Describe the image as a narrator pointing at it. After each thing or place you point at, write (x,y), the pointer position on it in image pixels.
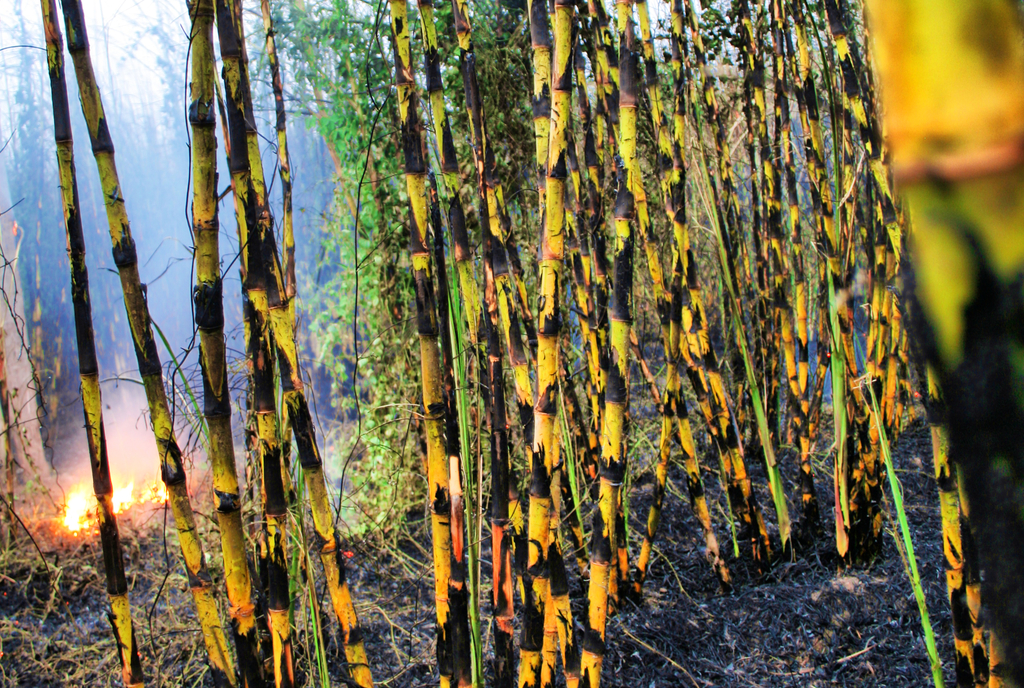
In this picture I can see trees (197,563), there is fire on the grass (201,539).
